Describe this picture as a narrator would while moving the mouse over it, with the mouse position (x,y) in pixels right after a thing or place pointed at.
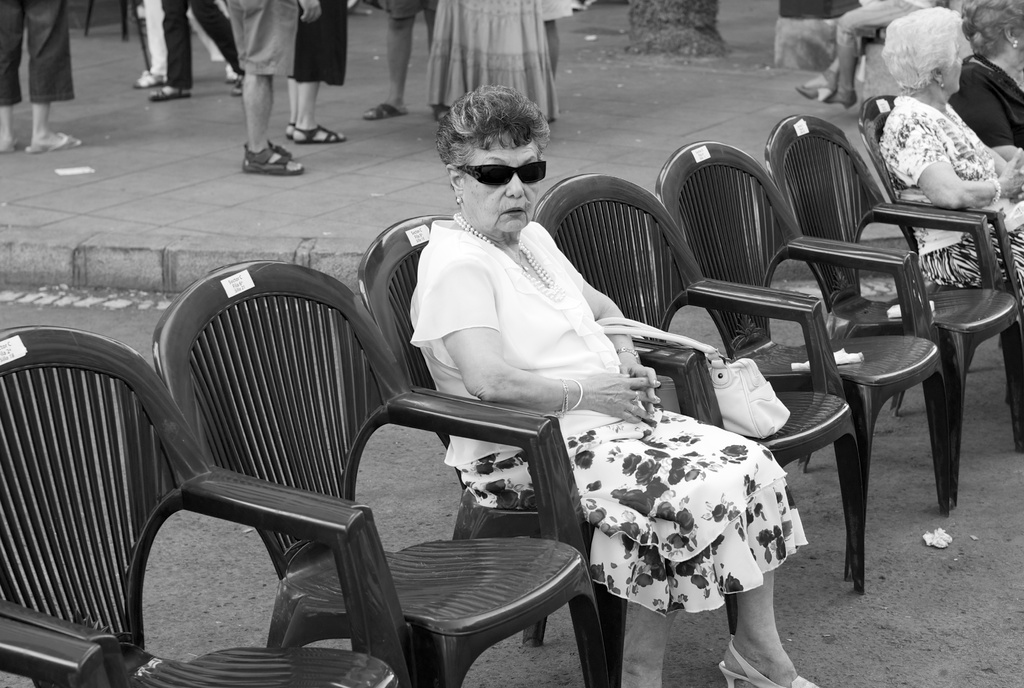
In this picture there is a woman (486,122) sitting in the chair (430,363) and there is another woman (950,163) sitting in another chair (876,162). There are some empty chairs (312,329) and they are some people (61,37) standing behind them.
